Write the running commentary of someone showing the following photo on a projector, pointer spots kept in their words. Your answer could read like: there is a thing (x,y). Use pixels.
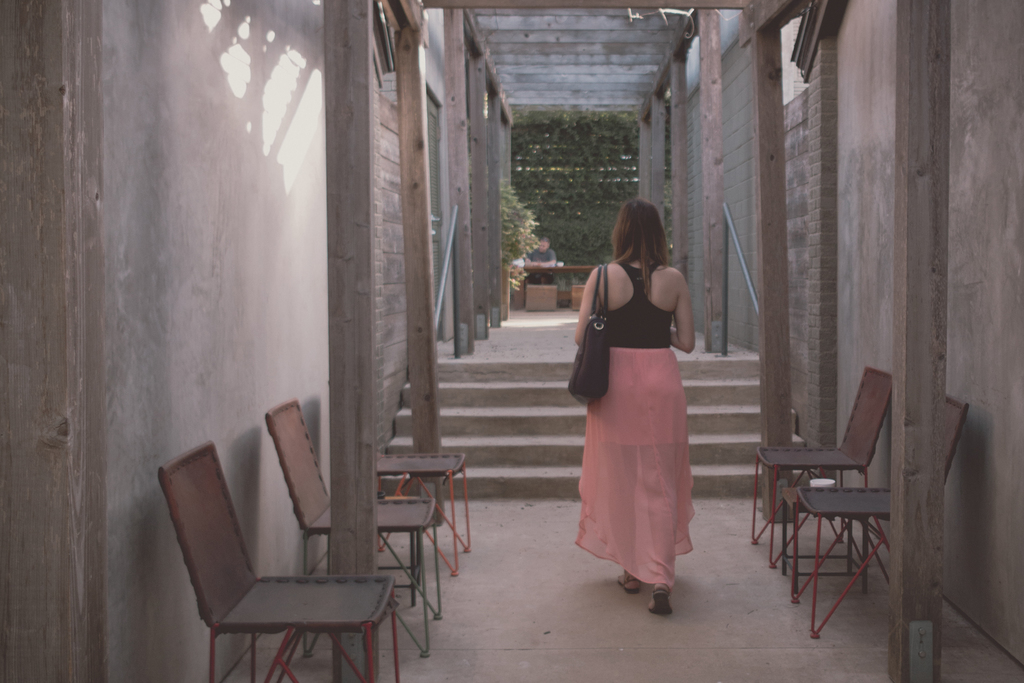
In the image there is a woman (636,361) in black vest (634,304) and pink skirt (631,505) walking, there are chairs (847,454) on either side of her in front of the wall (224,258) and in front of her there are steps (504,426), and over the background (533,245) there is a person (545,252) sitting in front of table (545,264) with a plant (521,230) in front of him.
